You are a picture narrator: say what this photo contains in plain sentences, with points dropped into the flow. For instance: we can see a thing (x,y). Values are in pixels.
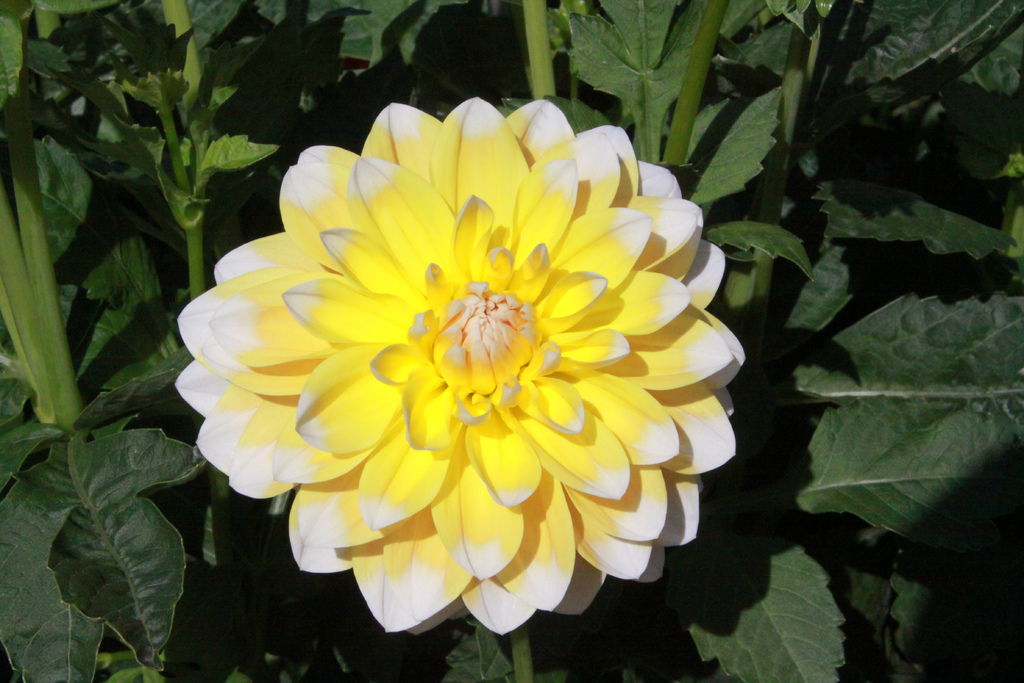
In this we can see a white and yellow color flower (600,340). Behind the flower (624,313) leaves (777,3) and stems (22,122) are there.
